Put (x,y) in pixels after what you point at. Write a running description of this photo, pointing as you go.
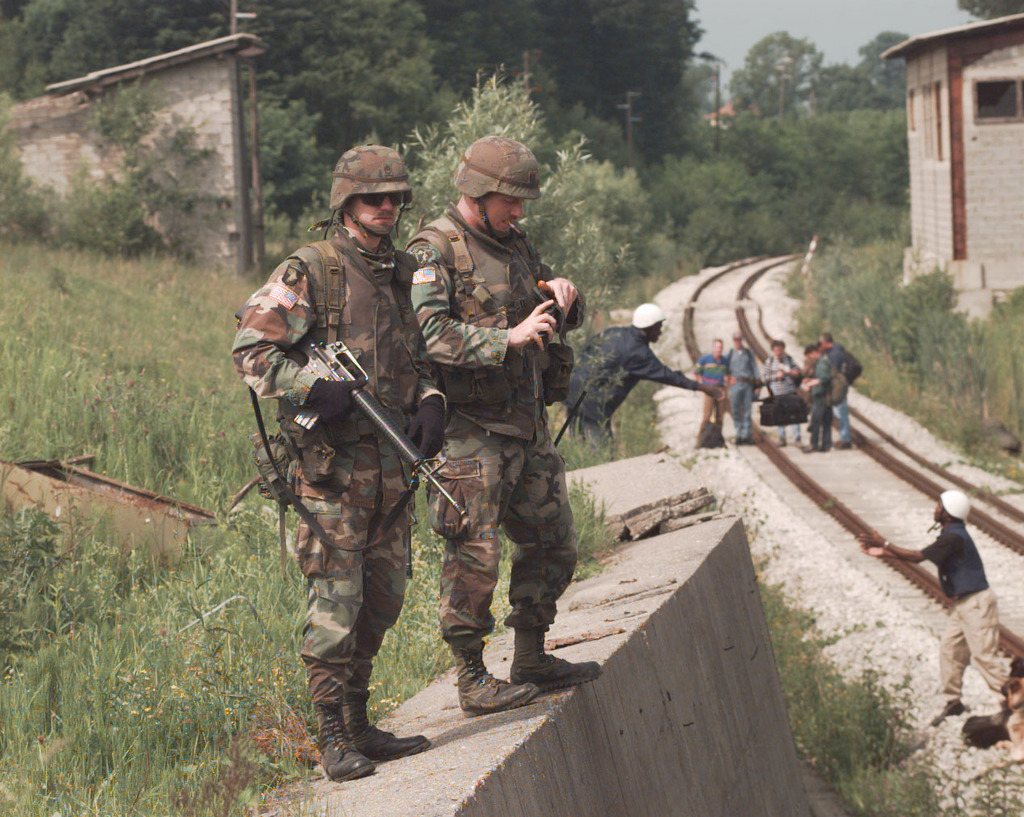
In the picture we can see two army people (463,425) are standing on the wall (753,670), they are wearing a uniform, helmets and holding guns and besides, we can see a railway track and some people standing on it and in the background (779,63) also we can see some trees (375,71), poles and sky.
